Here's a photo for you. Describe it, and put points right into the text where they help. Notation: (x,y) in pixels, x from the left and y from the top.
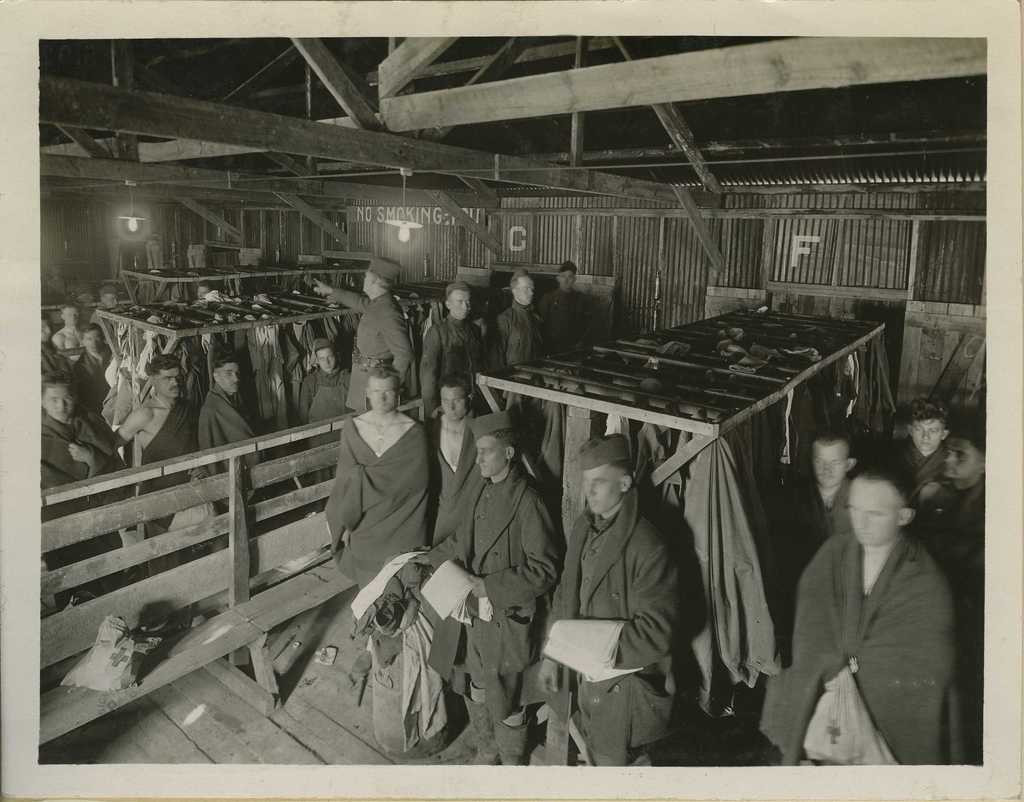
This is a black and white image. In this image we can see a group of people (368,471) standing. We can also see a wooden fence (241,601), a wall (440,243) with some text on it, some ceiling lights (414,221) and a roof (491,156).
